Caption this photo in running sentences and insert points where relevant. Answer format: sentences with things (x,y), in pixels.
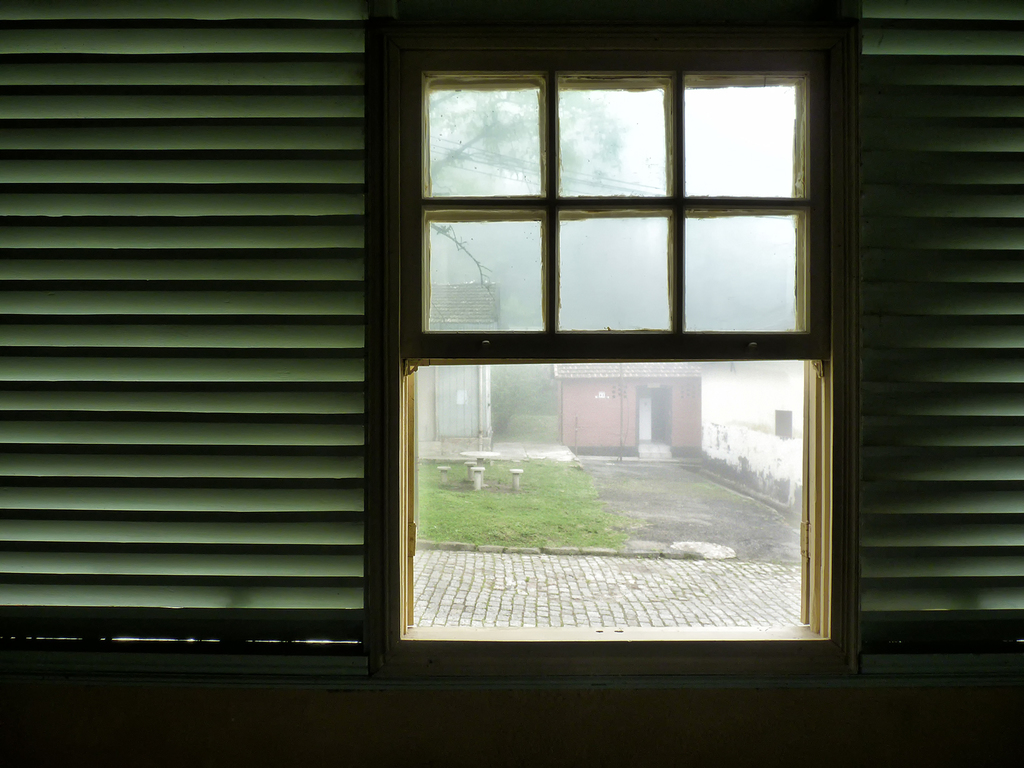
This picture is an inside view of a room (947,296). In this picture we can see wall (193,443), window (617,344), glass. Through window (619,459) we can see the sheds (673,428), door (654,420), grass (591,512), poles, wall (616,435) and road (600,560).
